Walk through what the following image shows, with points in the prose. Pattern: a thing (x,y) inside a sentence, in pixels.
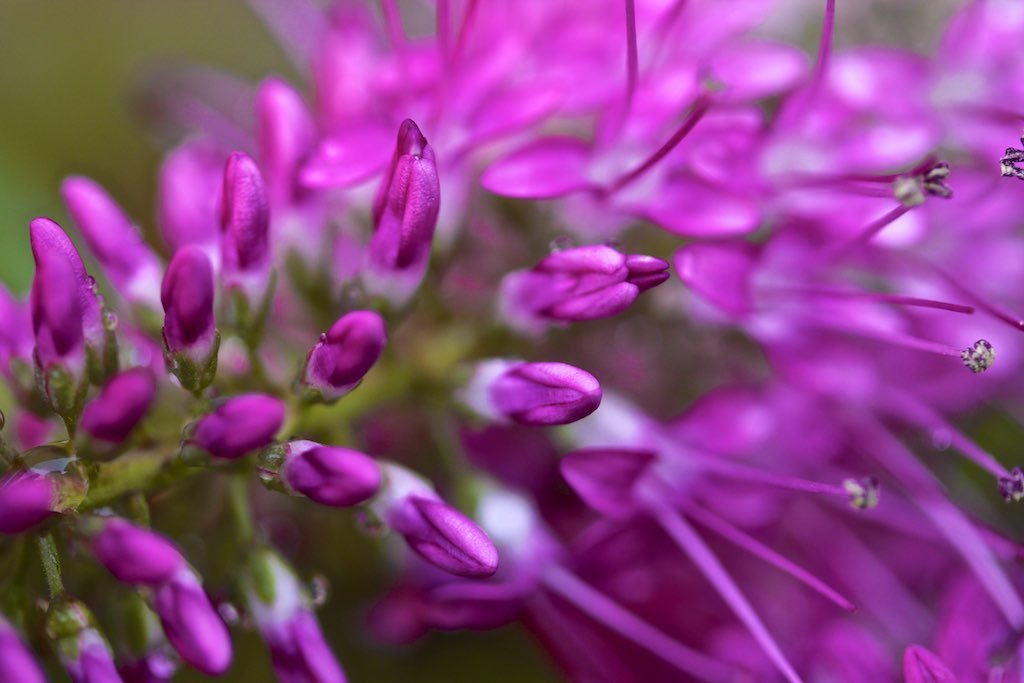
In this image we can see some flowers (665,635) and buds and in the background (823,383) the image is blurred.
